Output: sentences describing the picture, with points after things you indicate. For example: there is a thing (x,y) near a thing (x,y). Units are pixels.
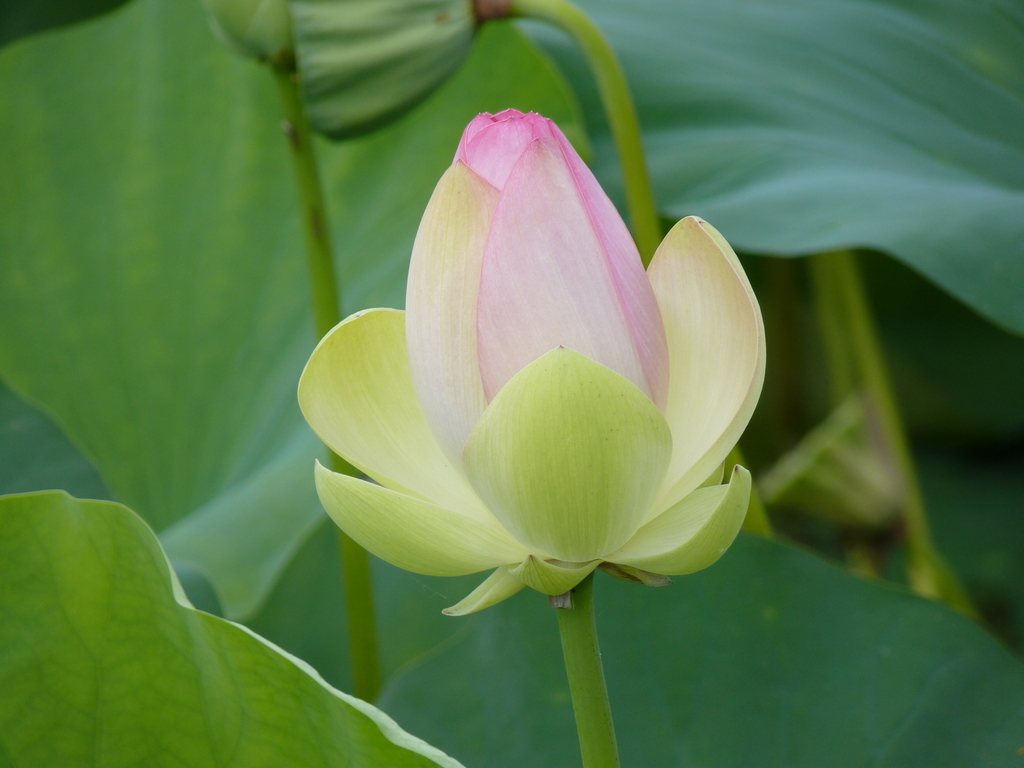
In this image there is a flower (556,418) in the middle (556,418). Around the flower (601,244) there are green leaves (950,410).
